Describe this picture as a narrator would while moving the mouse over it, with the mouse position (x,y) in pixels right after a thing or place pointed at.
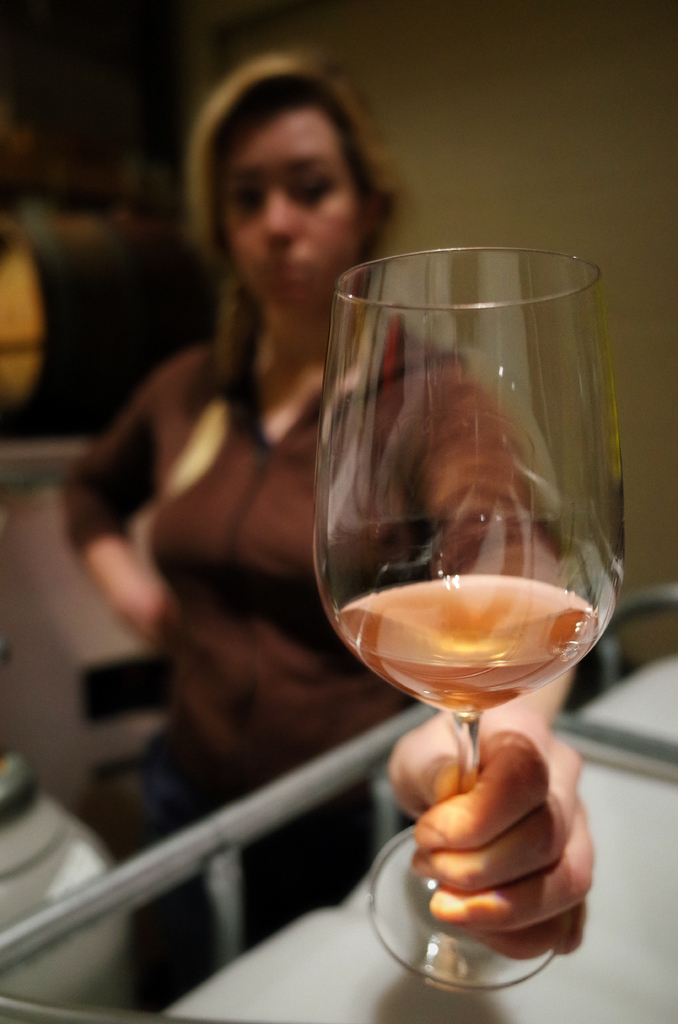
In the image we can see a woman (221,473) standing, wearing clothes (243,558) and holding wine glass (415,550) in hand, and the background (568,147) is blurred.
